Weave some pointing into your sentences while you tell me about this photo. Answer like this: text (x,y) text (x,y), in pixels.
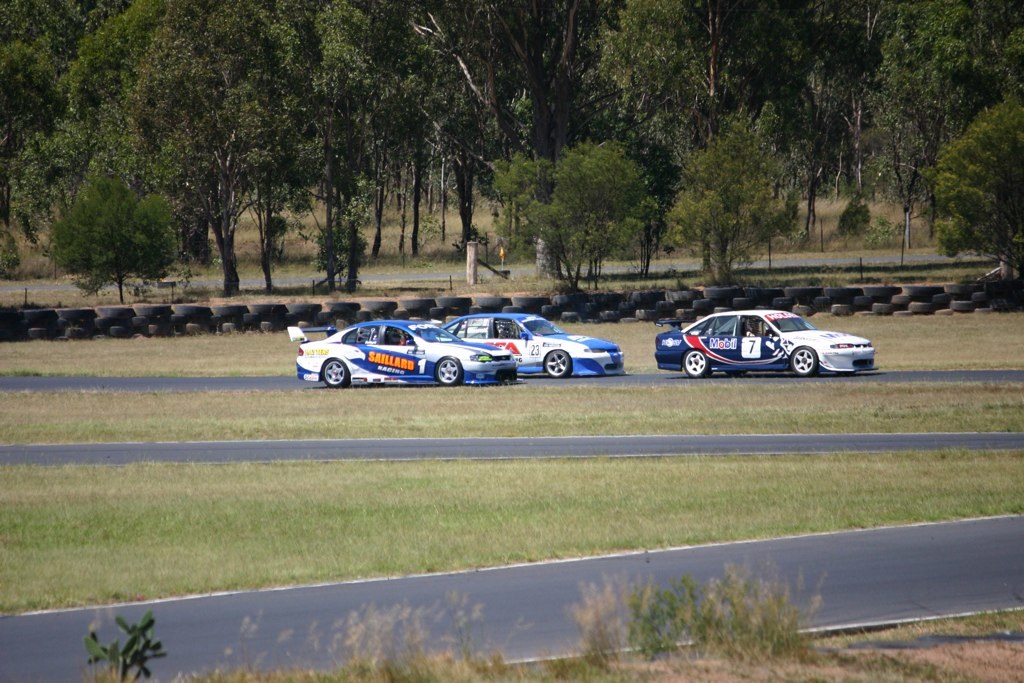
In this image we can see three cars (394,361) on the road (717,376). At the bottom of the image (573,480), grassy lands (569,399) and roads (518,570) are there. Background of the image (84,250), tyres (428,309) are arranged and trees (316,140) are there.
